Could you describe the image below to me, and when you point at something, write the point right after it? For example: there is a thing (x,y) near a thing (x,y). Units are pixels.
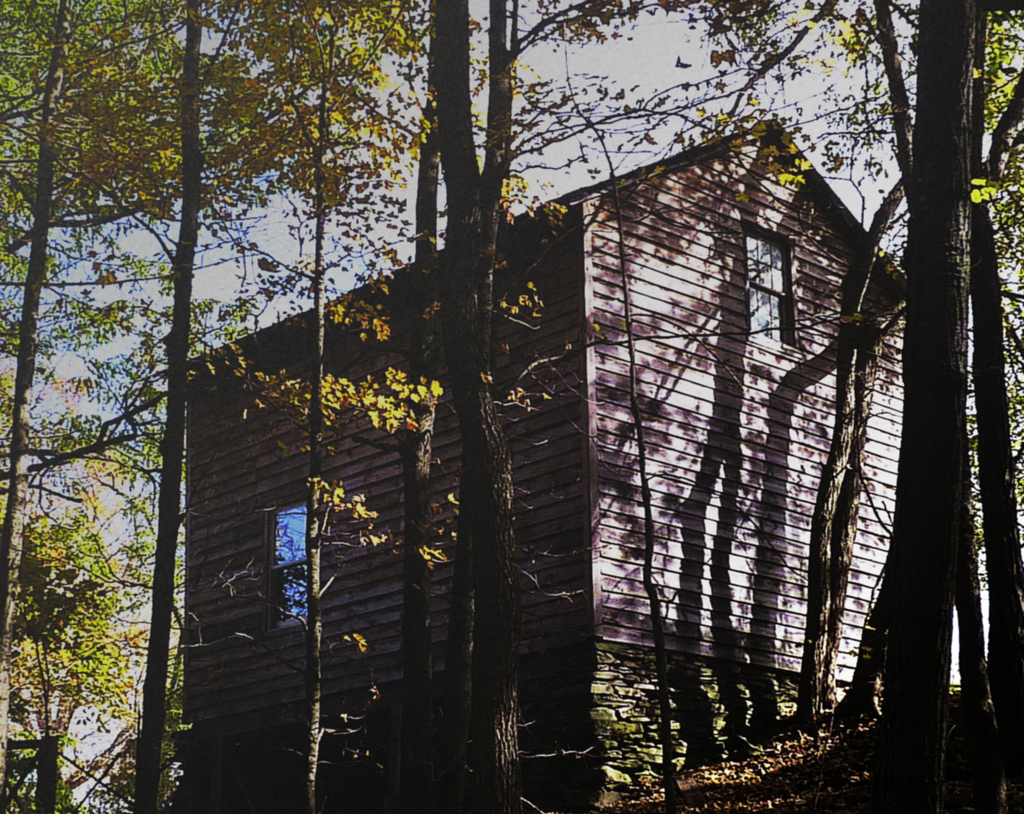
This picture is clicked outside. In the foreground (861,764) we can see the ground (834,767) and the trees (955,170). In the center (601,284) there is a cabin (356,600) and we can see a window (779,282). In the background (637,50) we can see the sky (598,158).
